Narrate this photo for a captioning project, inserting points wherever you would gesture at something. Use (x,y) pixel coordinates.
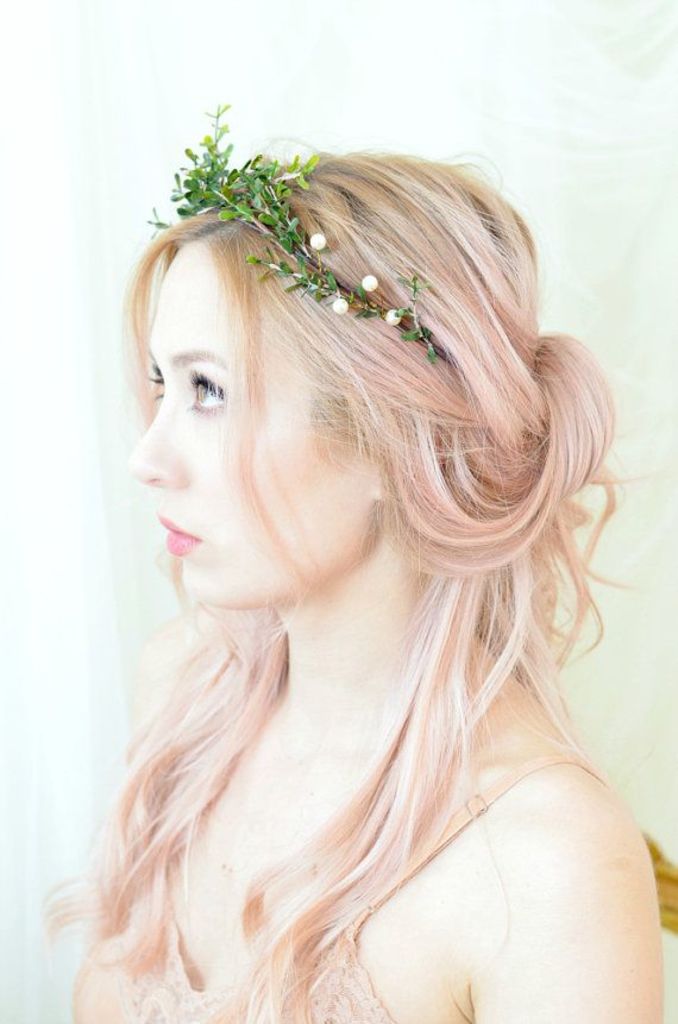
In this image there is a woman (325,632) wearing a ring (263,194) made up of leaves (275,232) which is also known as hair band (291,242).
